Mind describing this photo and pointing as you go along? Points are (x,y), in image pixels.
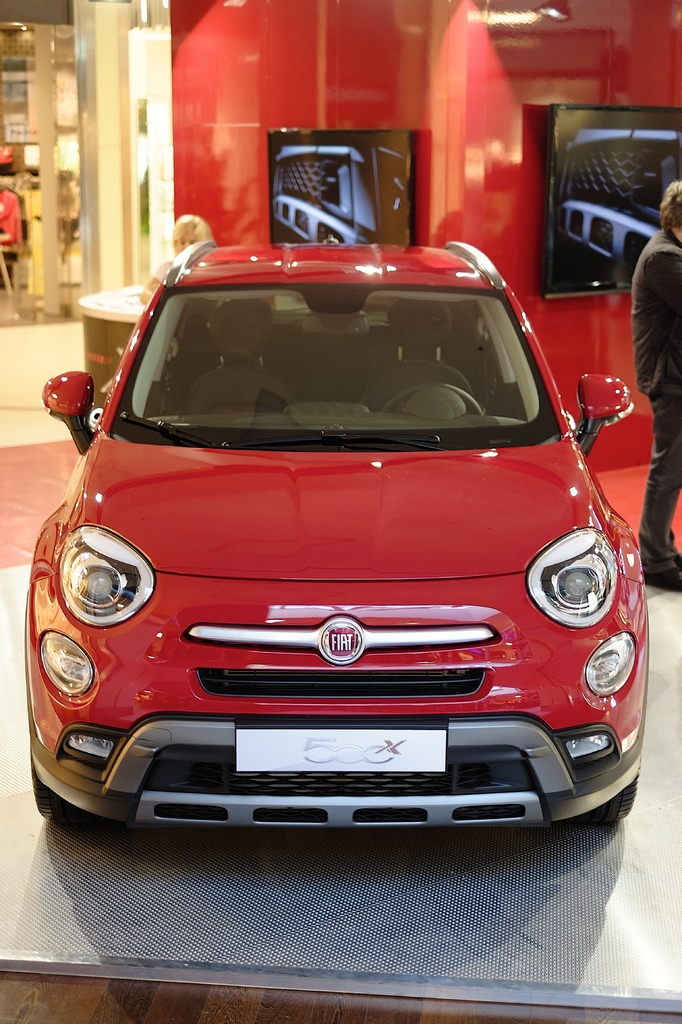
In this image I can see a car (250,556) which is red and black in color on the silver colored surface (328,871). In the background (670,433) I can see a person (677,442) standing, the red colored wall (355,74) and two black colored screens (354,155) to the wall (296,48). I can see few lights (141,17) and few other objects (39,163).
